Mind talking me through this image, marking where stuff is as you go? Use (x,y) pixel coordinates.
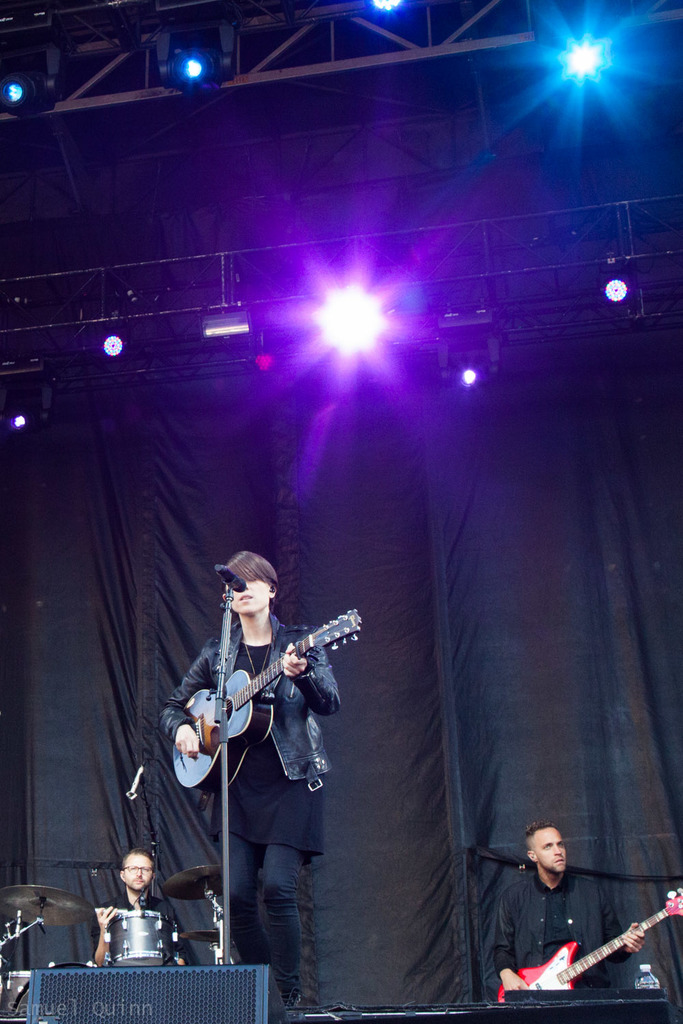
In this image we can see persons (230,860) on the dais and holding musical instruments (193,784) in their hands (184,742). In the background (485,931) we can see electric lights (212,60), iron grills (128,299), curtains (142,580) and mic (230,576).
